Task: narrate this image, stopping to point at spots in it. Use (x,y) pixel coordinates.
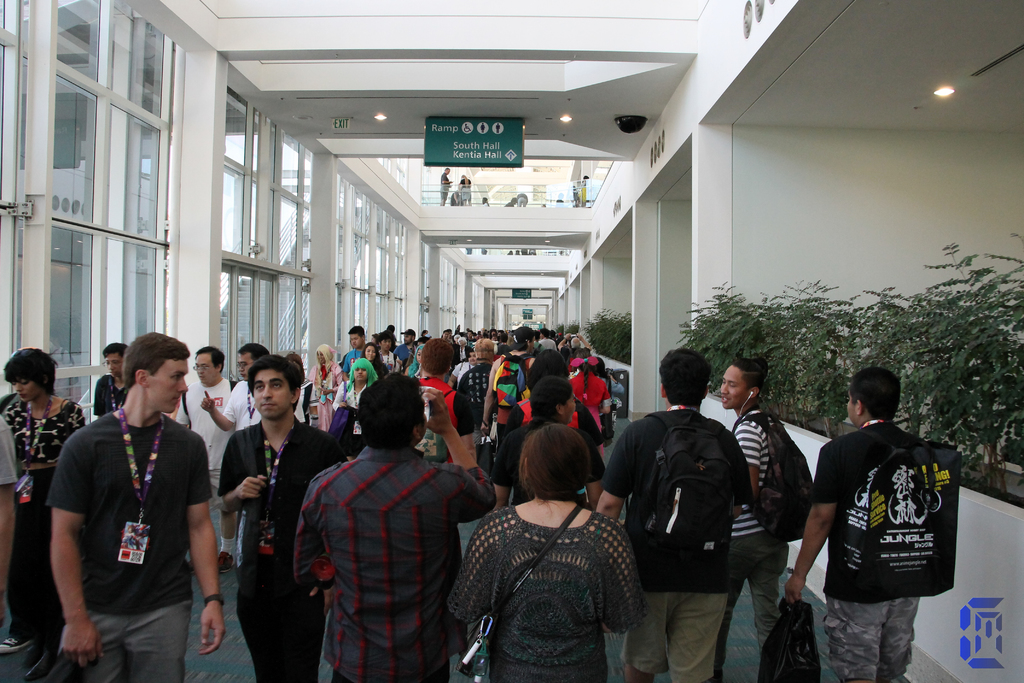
In this picture we can see a group of people (576,470) on the floor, plants (840,335), walls (727,245), lights (936,94), name boards (488,162), windows (446,272), some objects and in the background (463,176) we can see some people (446,188).
